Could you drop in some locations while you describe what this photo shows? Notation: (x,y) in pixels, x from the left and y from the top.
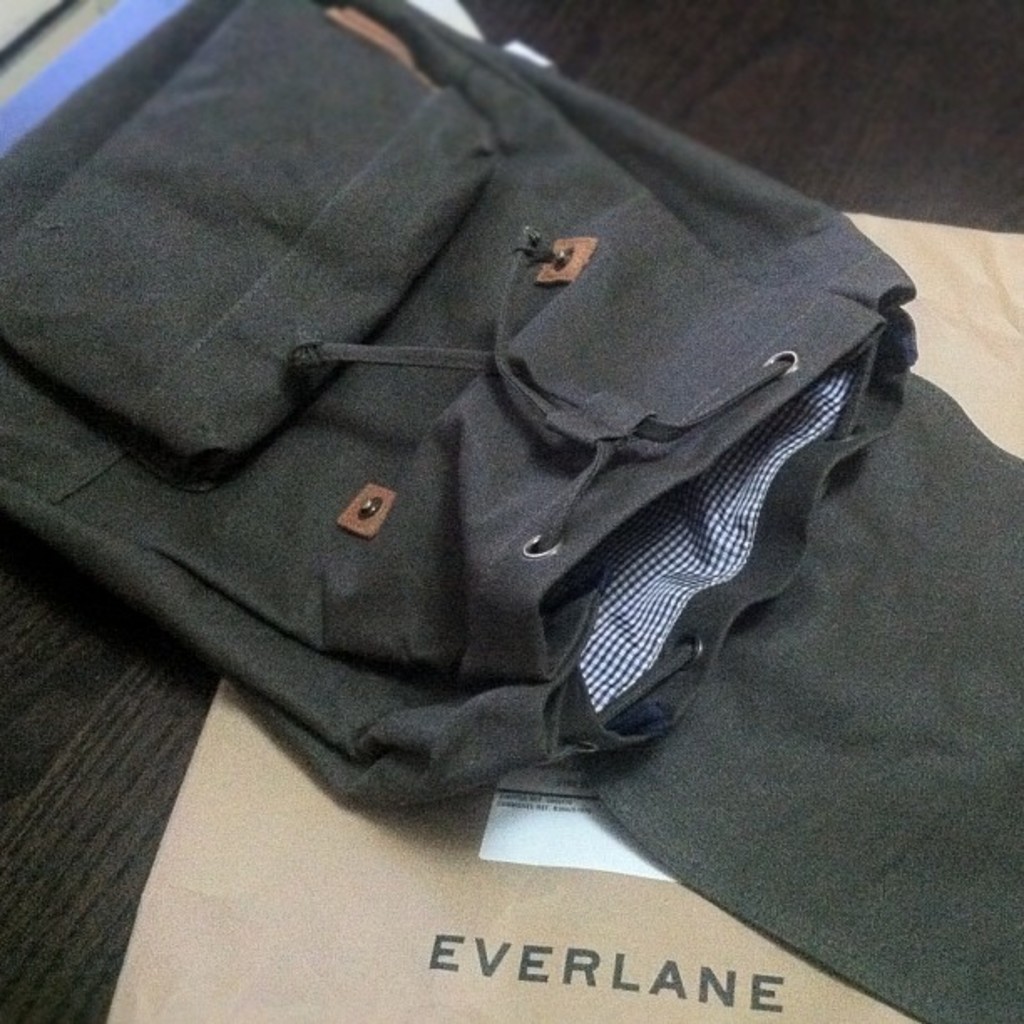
In the image there is a bag (502,478) and behind the bag (797,456) there is some cover (483,975), both of them are kept on some wooden surface (61,781).
